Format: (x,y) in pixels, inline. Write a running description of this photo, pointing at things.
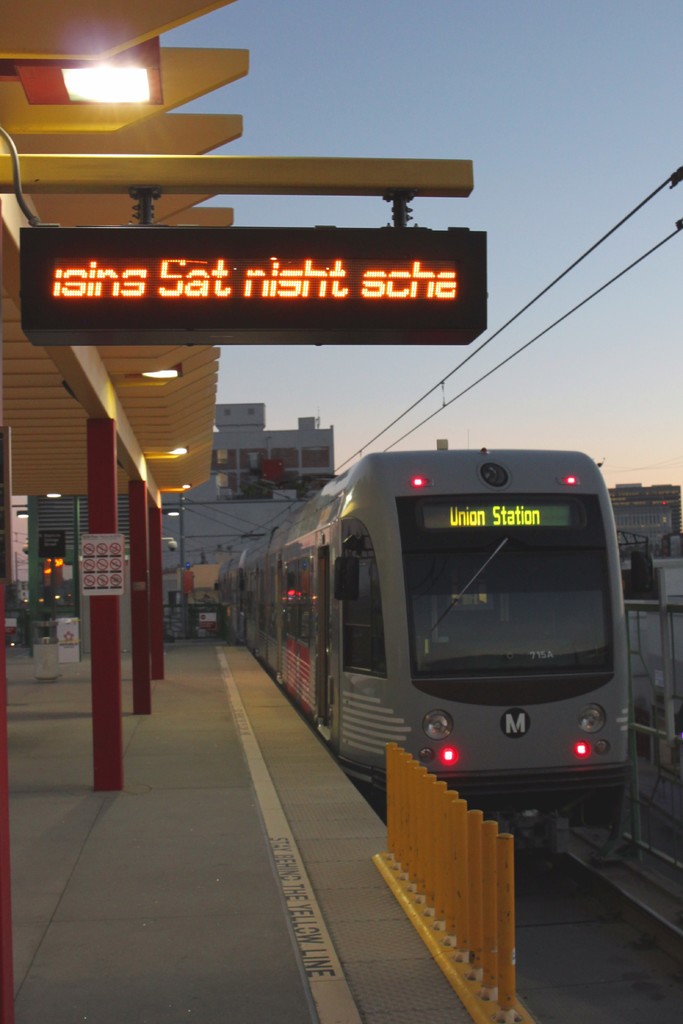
In the foreground of this image (431,569), there is a train (489,659) moving on the track (621,988). There are safety poles (476,941) on the platform (301,893), a display board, a shed (72,374) and the lights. In the background (263,515), there are buildings (205,568), poles (181,531), cables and the sky (502,93).
